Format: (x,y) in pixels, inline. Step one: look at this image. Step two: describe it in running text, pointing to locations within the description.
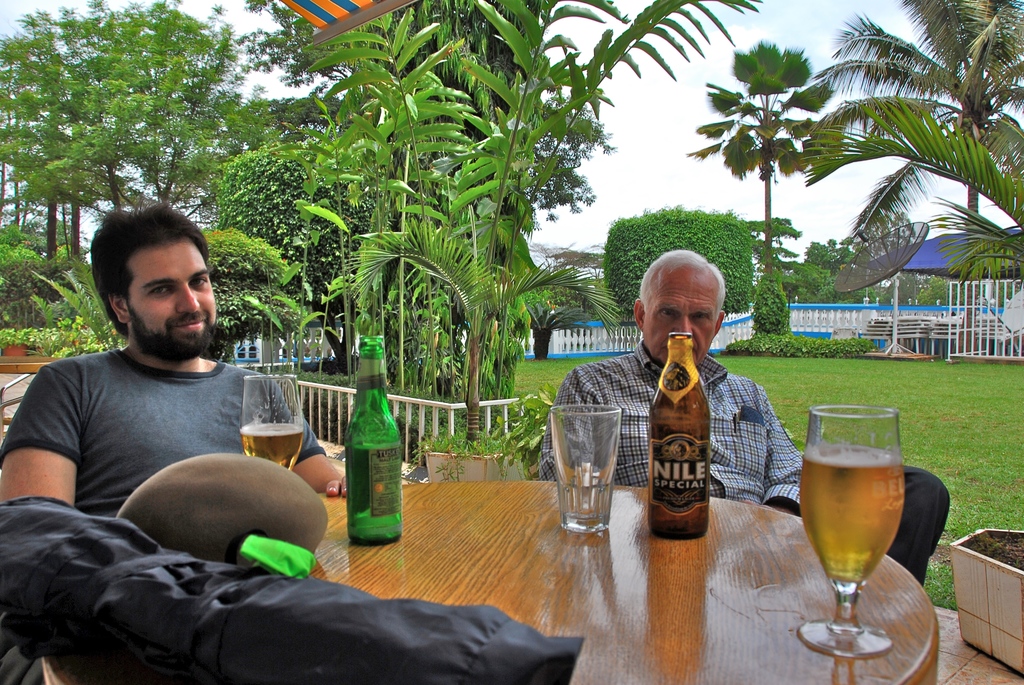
In this picture there is a table (537,595) at the bottom side of the image (537,595), on which there are glasses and bottles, there are people (106,413) those who are sitting around the table (522,519) and there are trees (271,215), grassland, and a boundary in the background area of the image (87,148), there is satellite dish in the image.
